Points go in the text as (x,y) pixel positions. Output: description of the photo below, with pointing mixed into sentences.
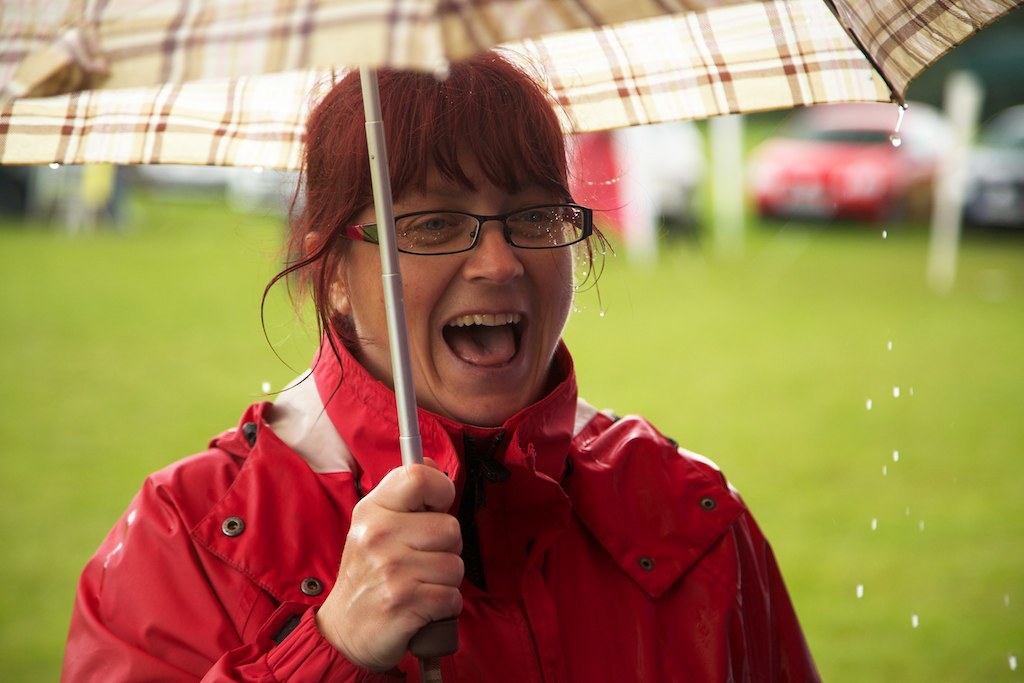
In this image we can see a person (479,65). A person (479,65) is holding an umbrella (516,56). There is a grassy land (822,361) in the image. There are few vehicles (853,200) in the image. There is a blur background (930,182) in the image.
